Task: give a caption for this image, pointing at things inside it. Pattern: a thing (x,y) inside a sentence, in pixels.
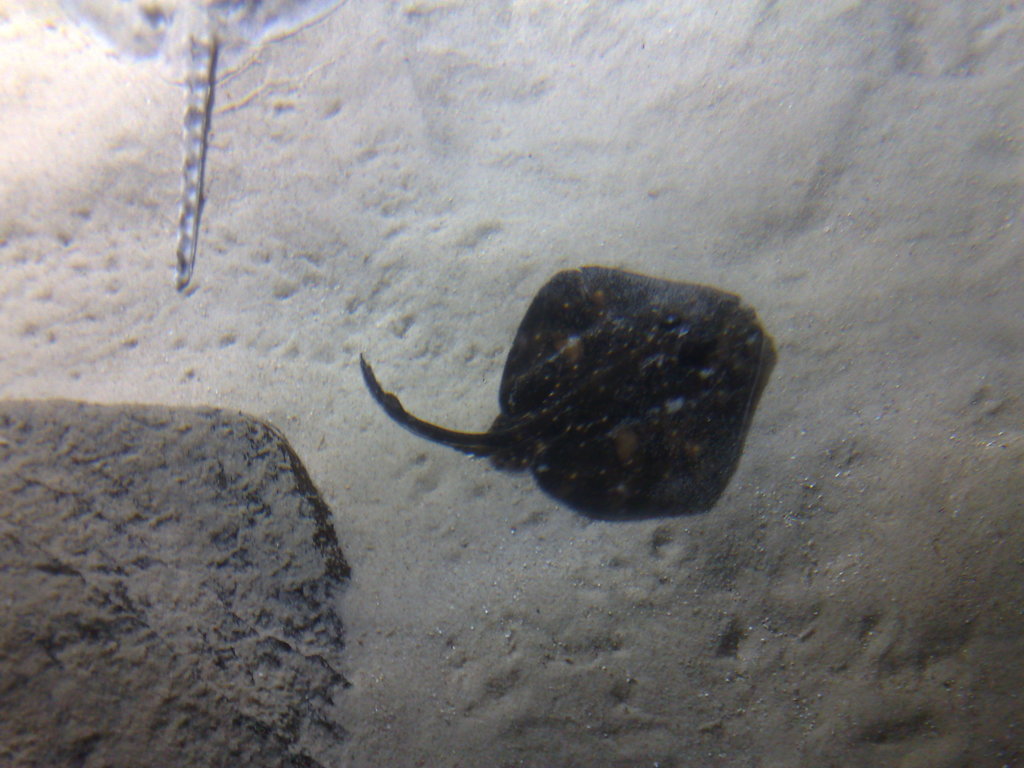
It looks like it is clicked in the water (575,553). In the middle (628,449), there is an aquatic animal (650,373) in black color. To the left (141,645), there is a rock (123,655).
